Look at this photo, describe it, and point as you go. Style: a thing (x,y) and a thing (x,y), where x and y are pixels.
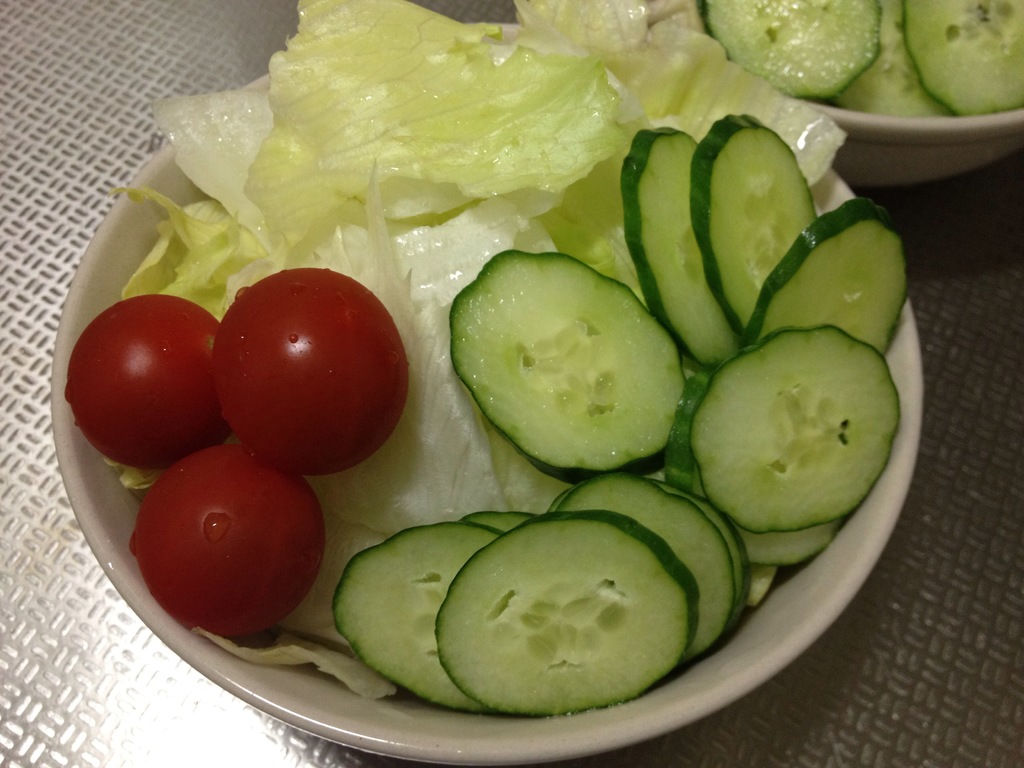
In this image we can see serving bowls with vegetables (510,325) in them.
